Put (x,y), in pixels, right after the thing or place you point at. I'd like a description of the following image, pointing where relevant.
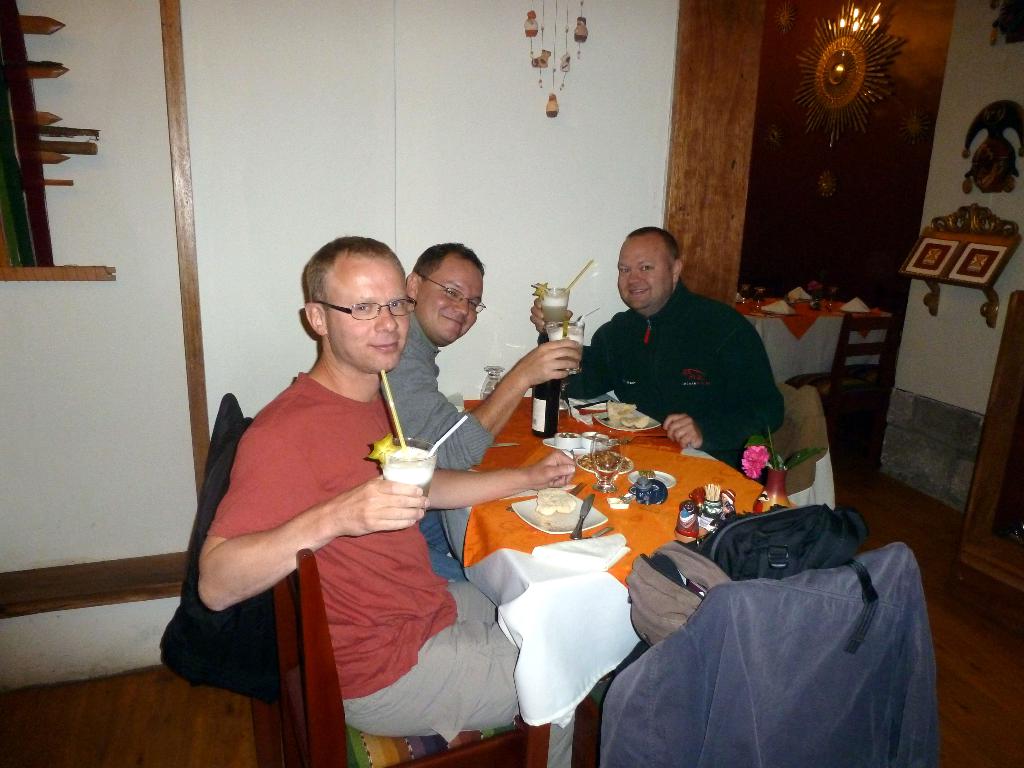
Three people (431,428) are there holding their drinks (582,343) in front of them there is a table (600,526) on that there are plates (544,524), spoons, glasses (604,461). On one table (819,322) there are plates (563,519), glasses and on one chair (828,624) there are bags (800,572), behind them there is a wall (346,115), other side there is a decorative item (845,99).
